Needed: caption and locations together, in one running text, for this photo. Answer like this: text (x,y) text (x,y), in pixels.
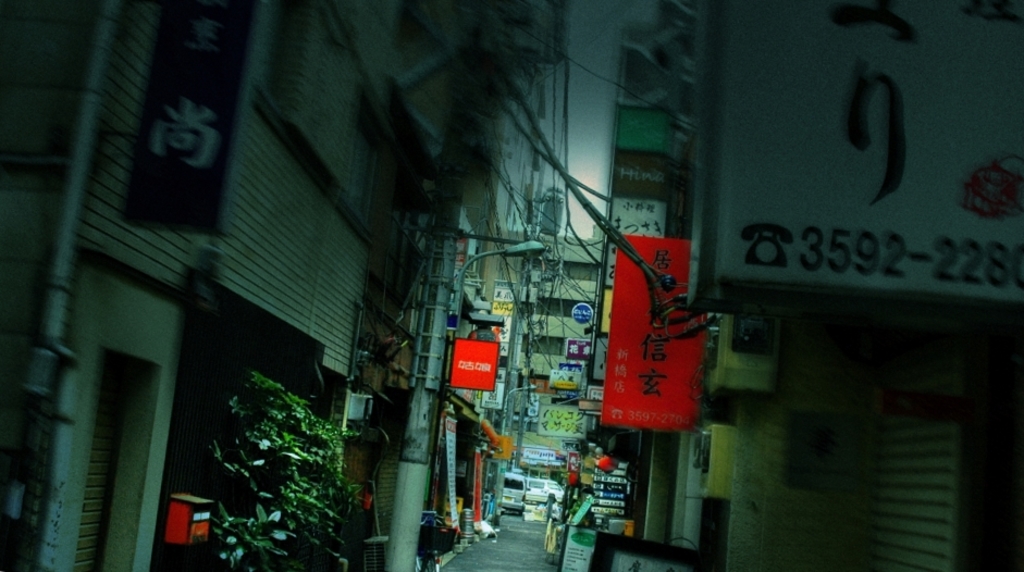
In this image, we can see so many buildings (317,284), poles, wires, banners (582,324), hoardings (615,489), plants (256,435), walls (853,333), vehicles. At the bottom (516,550), there is a walkway (530,548). Here a person (550,527) is standing. Background (595,119) there is a sky (583,123).
